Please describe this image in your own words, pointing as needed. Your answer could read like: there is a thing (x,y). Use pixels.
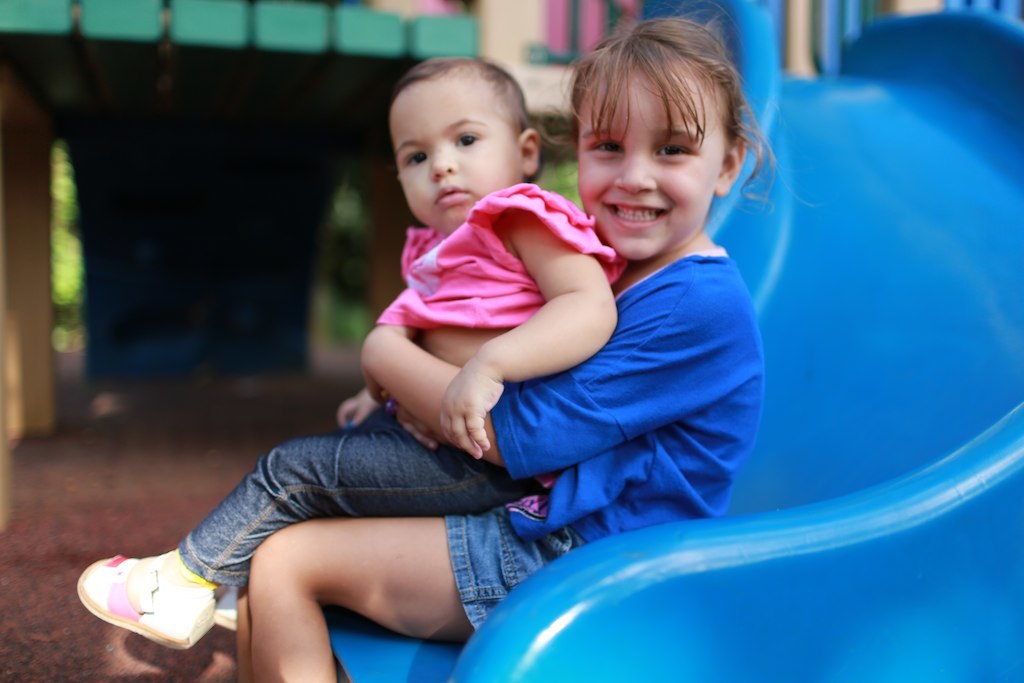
In this image I can see two children (553,323) where one is wearing pink dress (492,291) and another one is wearing blue. I can also see smile on her face (641,214) and in background (850,264) I can see blue colour slide (906,210). I can also see this image is little bit blurry from background (42,130).
